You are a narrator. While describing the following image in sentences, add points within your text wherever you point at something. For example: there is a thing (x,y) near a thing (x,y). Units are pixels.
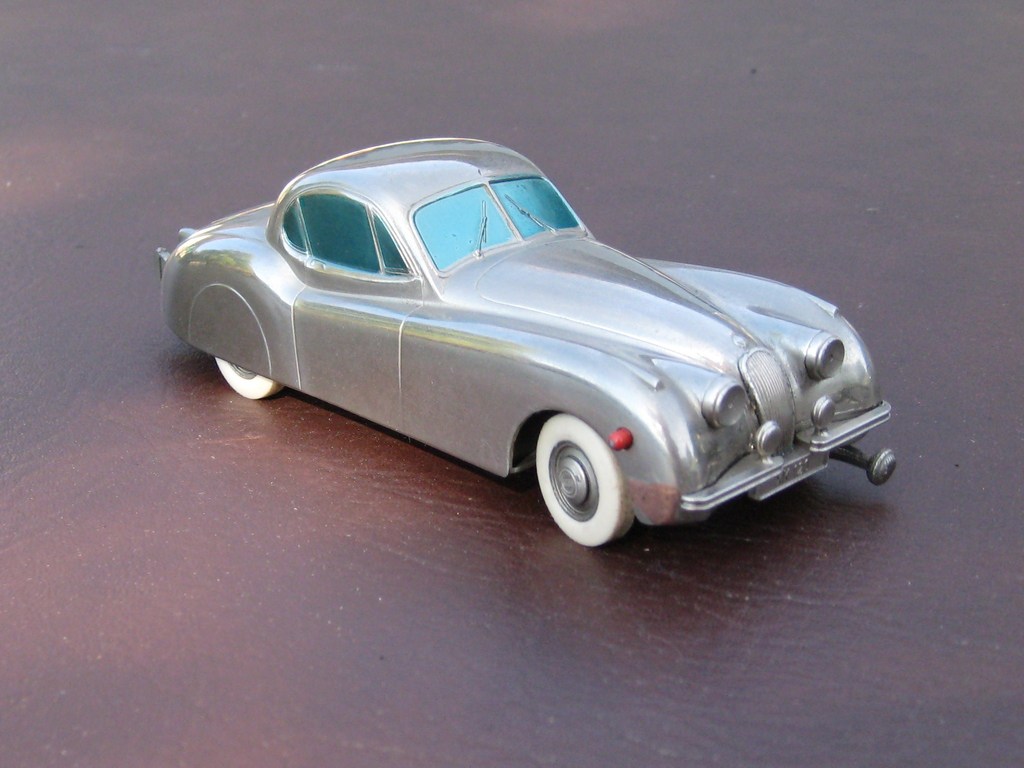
In the center of the image (569,396) there is a toy car (524,341) on the floor (519,677).
